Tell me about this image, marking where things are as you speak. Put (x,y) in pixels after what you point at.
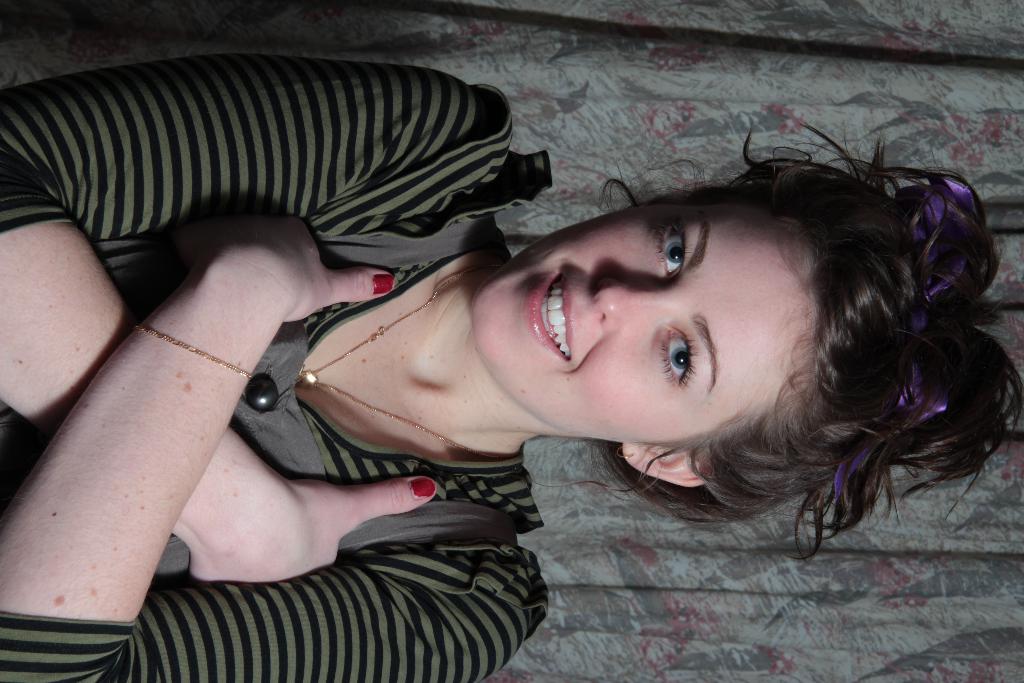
In this image, we can see a woman (770,492), she is smiling and her arms (210,431) are crossed.
